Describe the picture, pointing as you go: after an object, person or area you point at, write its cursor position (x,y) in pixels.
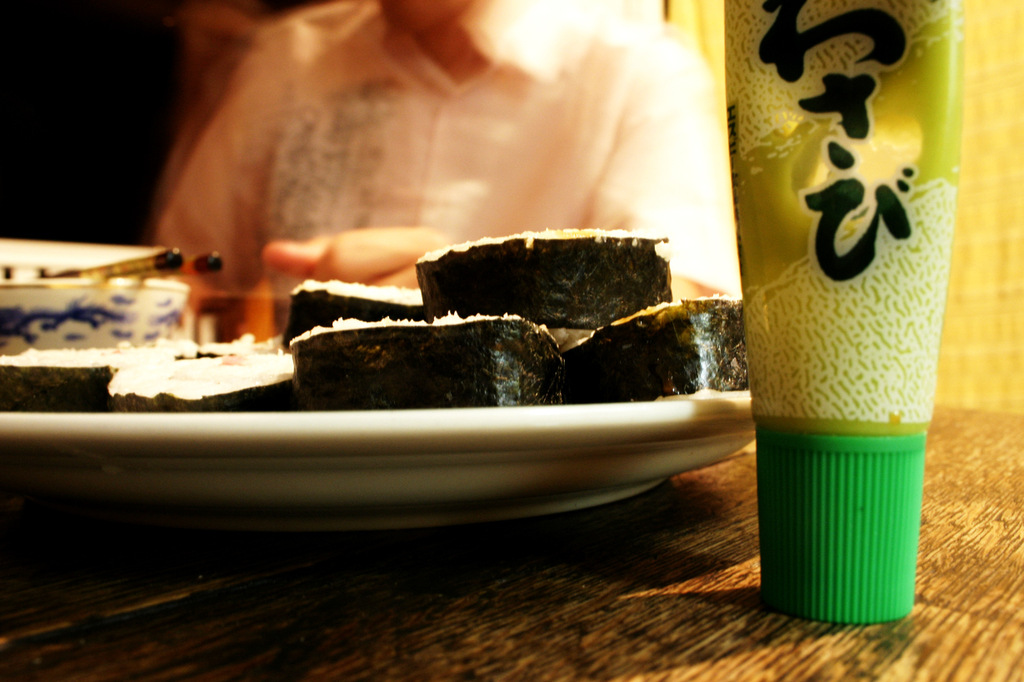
In this image I can see food items (504,347) in the white color plate (580,436) and few objects (900,517) on the table (657,577). Back I can see a person (514,109).
